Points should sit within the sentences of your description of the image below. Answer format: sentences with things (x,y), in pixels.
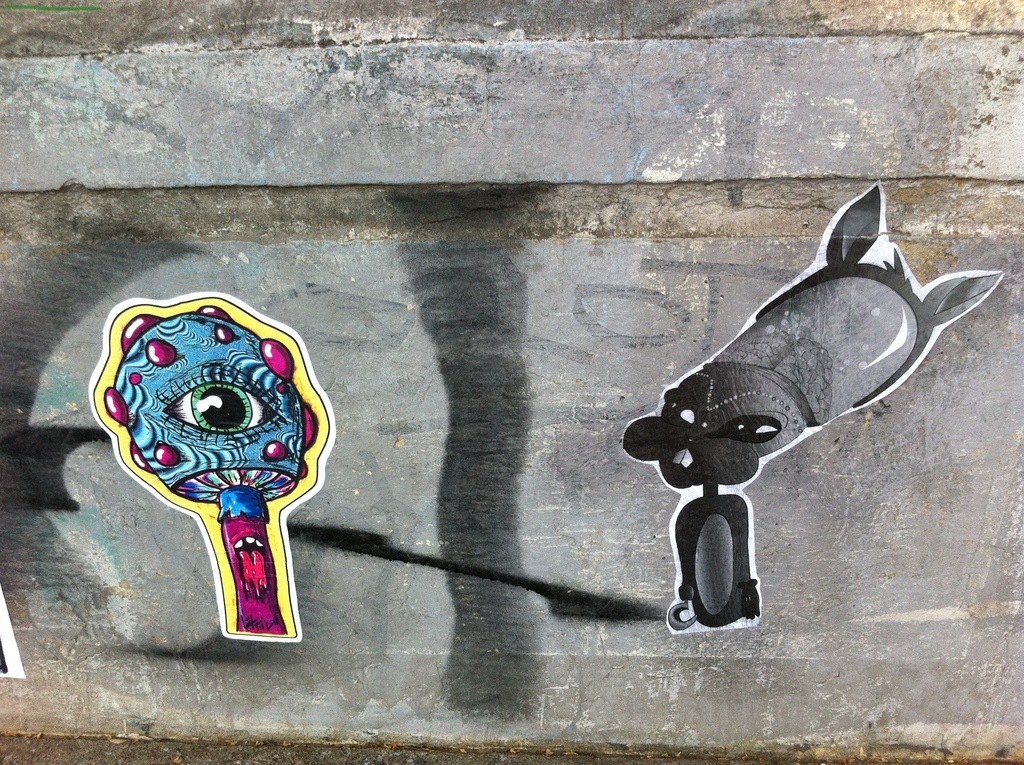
In this image I can see the grey colored wall (429,374) and on it I can see few paintings (291,397) of creatures (266,436) which are blue, pink, black and white in color. I can see white colored boundaries (924,296) to the paintings (883,302).
